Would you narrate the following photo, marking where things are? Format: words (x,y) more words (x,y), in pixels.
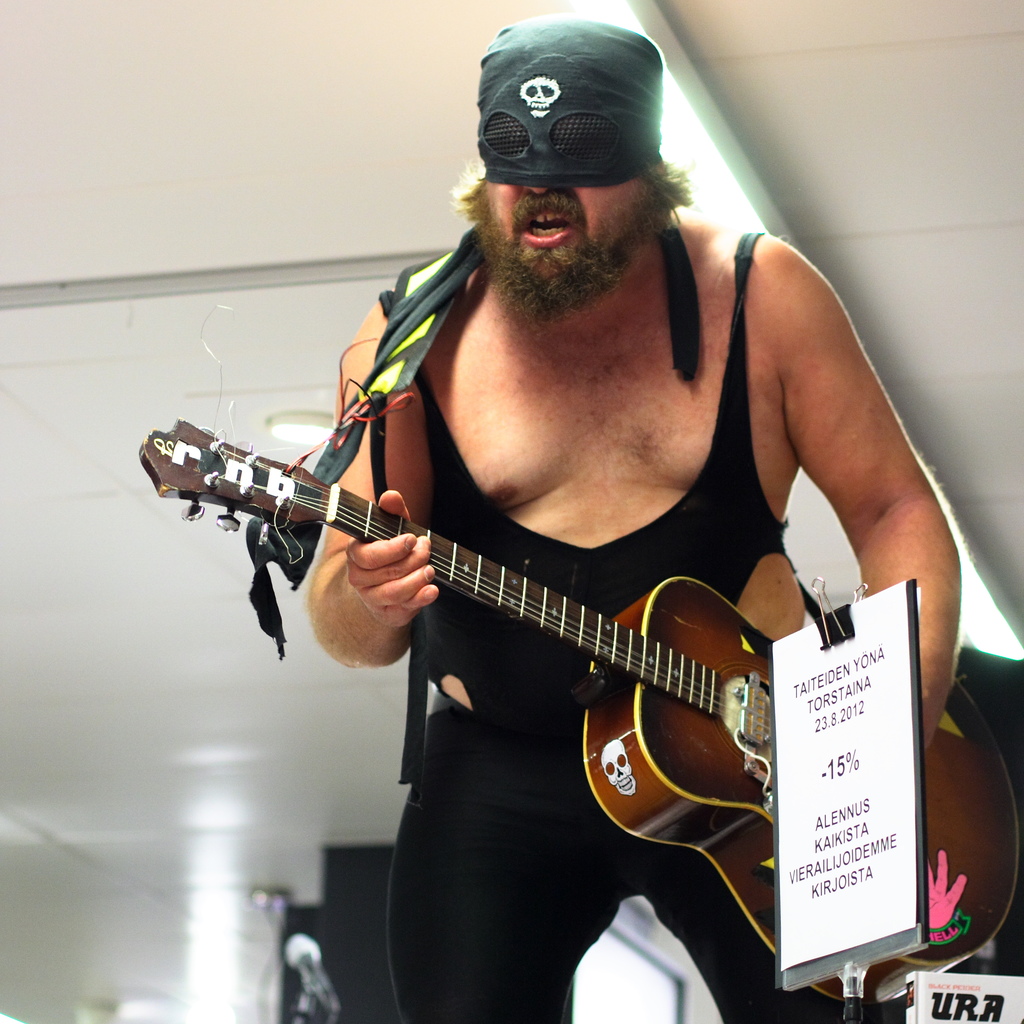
Here we can see one man (456,625) standing and playing guitar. He wore mask (584,105) over his face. This is a board (831,676) with clip (832,625). At the top (155,199) we can see ceiling (290,407) with lights (308,431). This is a mike (324,992).
